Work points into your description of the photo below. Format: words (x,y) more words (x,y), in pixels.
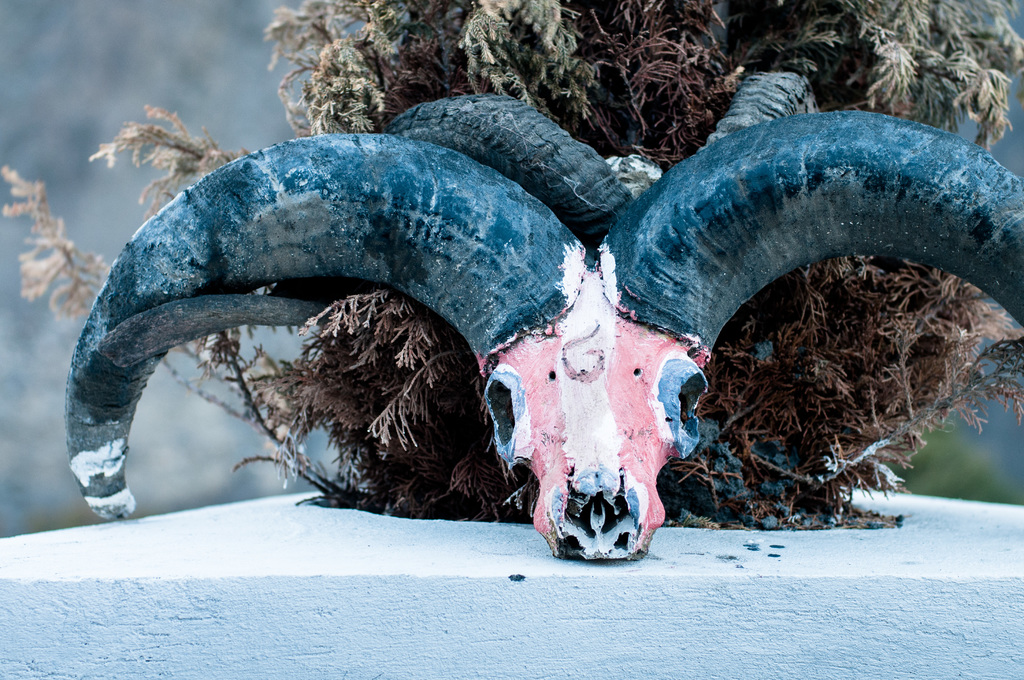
It's a sheep's skull (487,262) and this is the plant (877,404).
